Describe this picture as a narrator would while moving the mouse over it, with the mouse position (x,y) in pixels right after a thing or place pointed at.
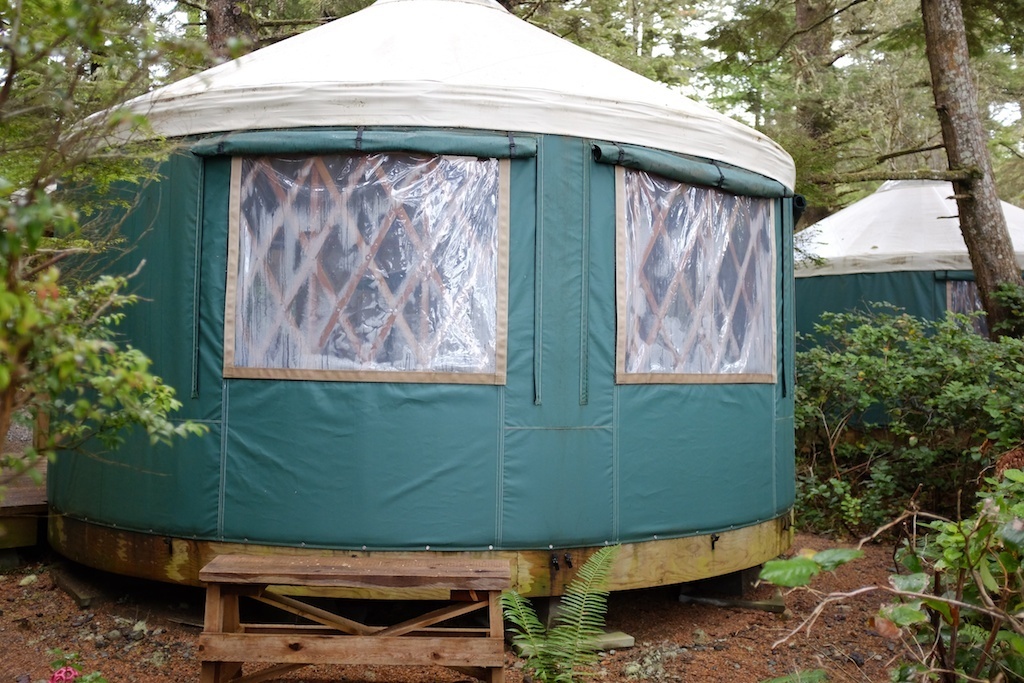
In the image there is a tent house (203,408) in the middle (581,277) with plants (950,405) and trees (857,76) all around it on the land (143,617).
